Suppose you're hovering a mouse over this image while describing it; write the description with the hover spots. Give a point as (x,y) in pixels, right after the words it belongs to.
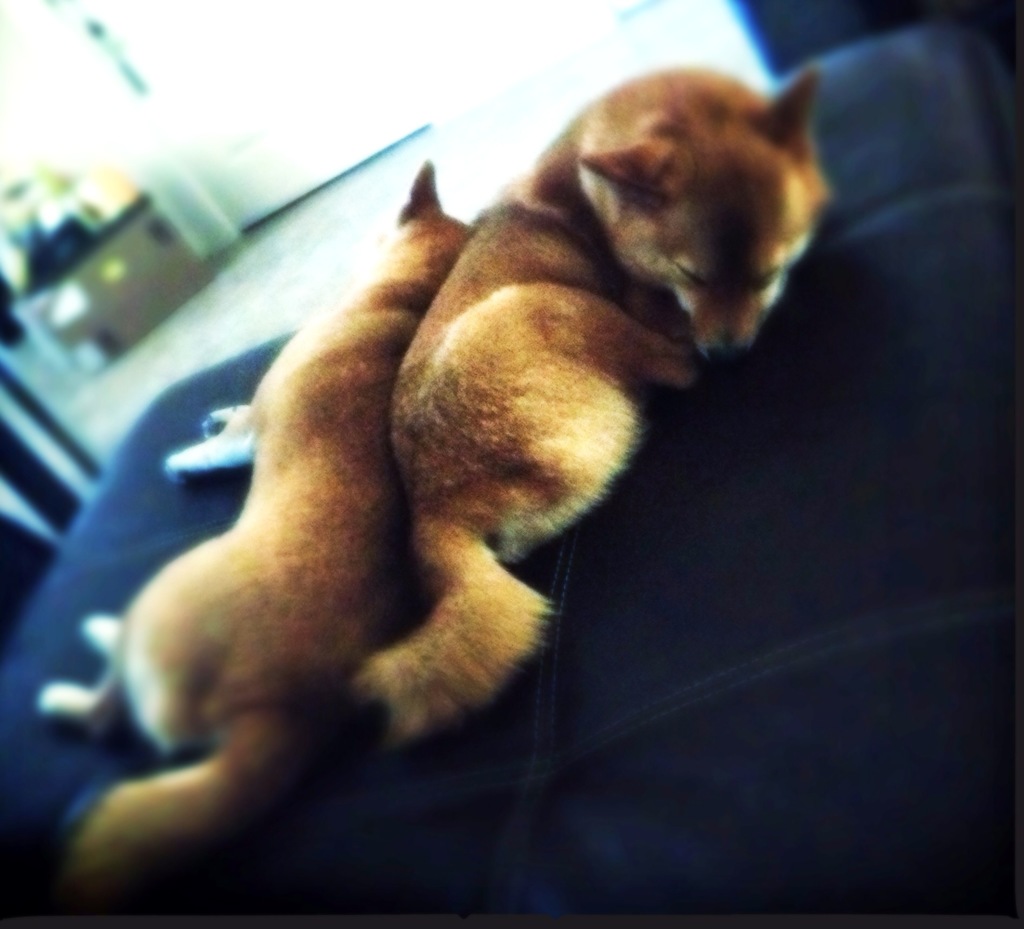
In this picture there are two dogs (474,575), that are sleeping on the bed (593,592). This bed (662,631) is in blue color.
